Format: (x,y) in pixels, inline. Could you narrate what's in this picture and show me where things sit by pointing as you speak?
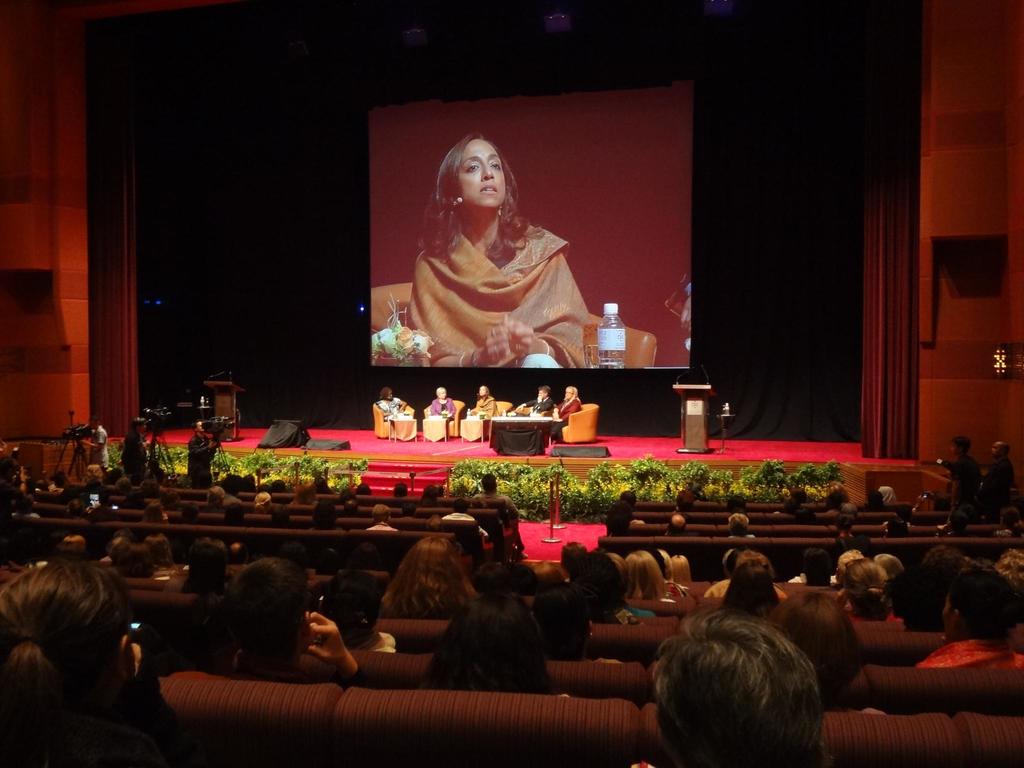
In this image, we can see some people (779,617) sitting and they are looking at the screen (635,118).
